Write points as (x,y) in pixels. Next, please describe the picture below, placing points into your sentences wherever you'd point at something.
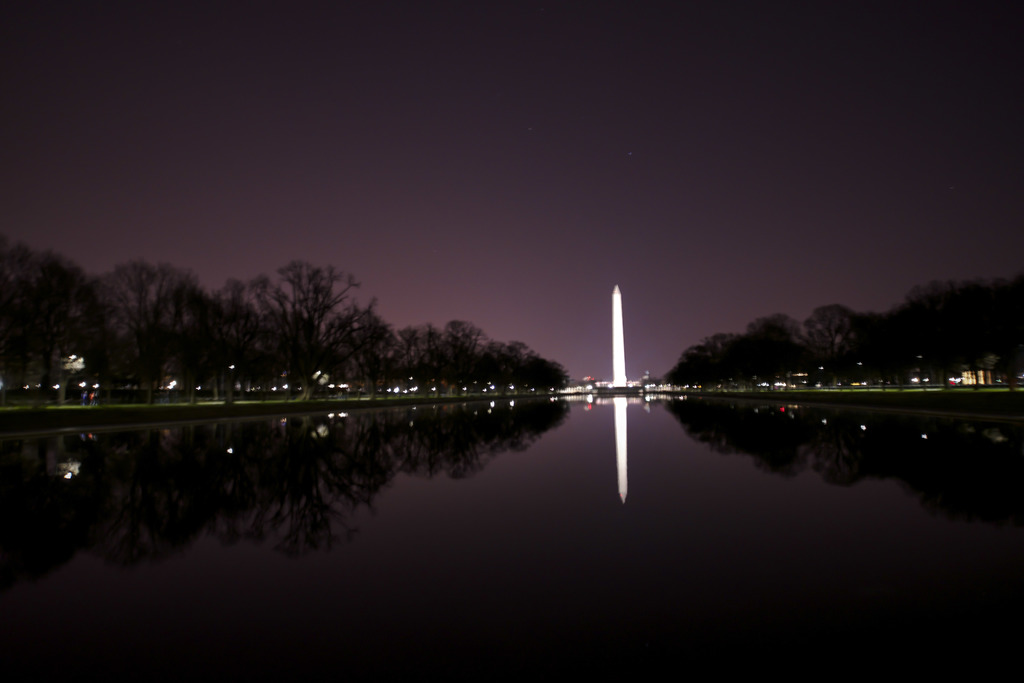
In the center of the image (608,433) there is water (603,496). In the background of the image (627,356) there is tower (622,370). There are trees (511,361). At the top of the image (635,136) there is sky (544,193).
